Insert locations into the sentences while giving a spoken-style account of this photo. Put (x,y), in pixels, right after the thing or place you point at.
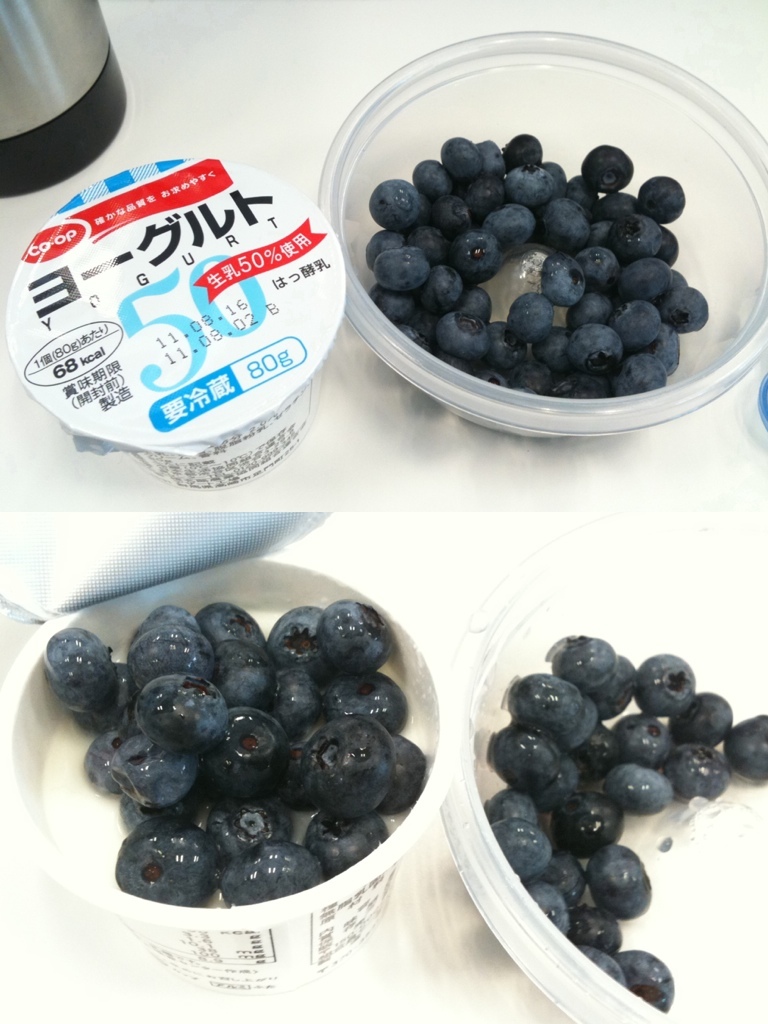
This picture is a collage. At the bottom (353,750) there are blueberries (336,727) and cups (367,885). At the top (252,295) there are cups (133,330) and blueberries (486,209).
